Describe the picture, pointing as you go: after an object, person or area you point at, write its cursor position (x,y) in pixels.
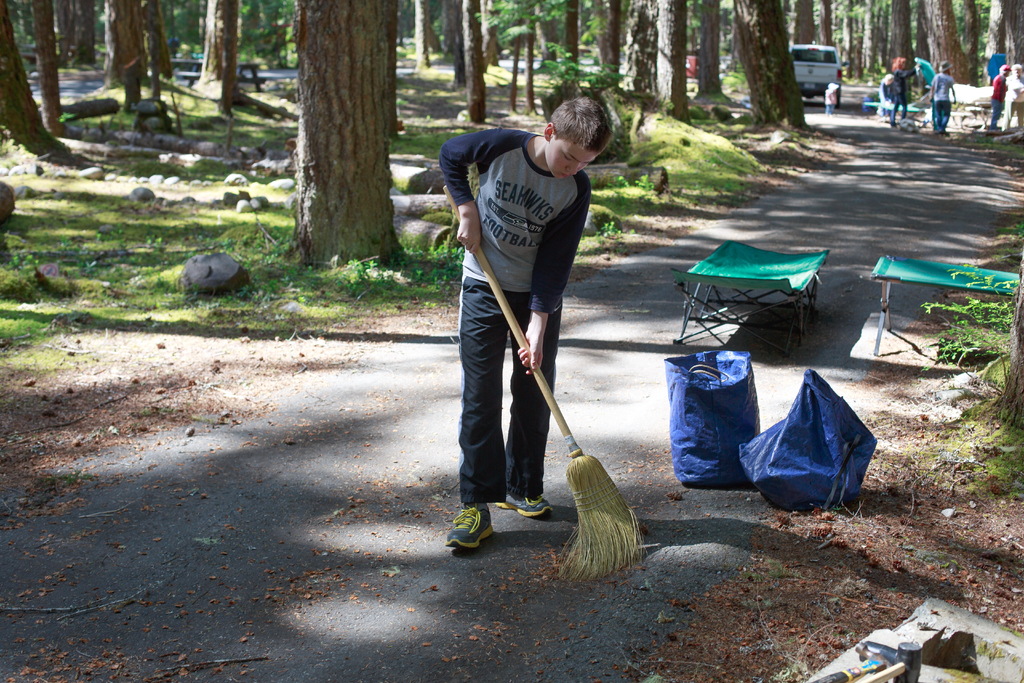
In the image we can see a boy (466,307) standing, wearing clothes (482,462), shoes (519,505) and holding a broomstick (513,315) in his hands (536,355). Behind the boy (498,319) there are other people (829,91) wearing clothes (890,87). Here we can see the road (107,669), dry leaves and grass (440,87). Here we can see stones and trees (372,77).
